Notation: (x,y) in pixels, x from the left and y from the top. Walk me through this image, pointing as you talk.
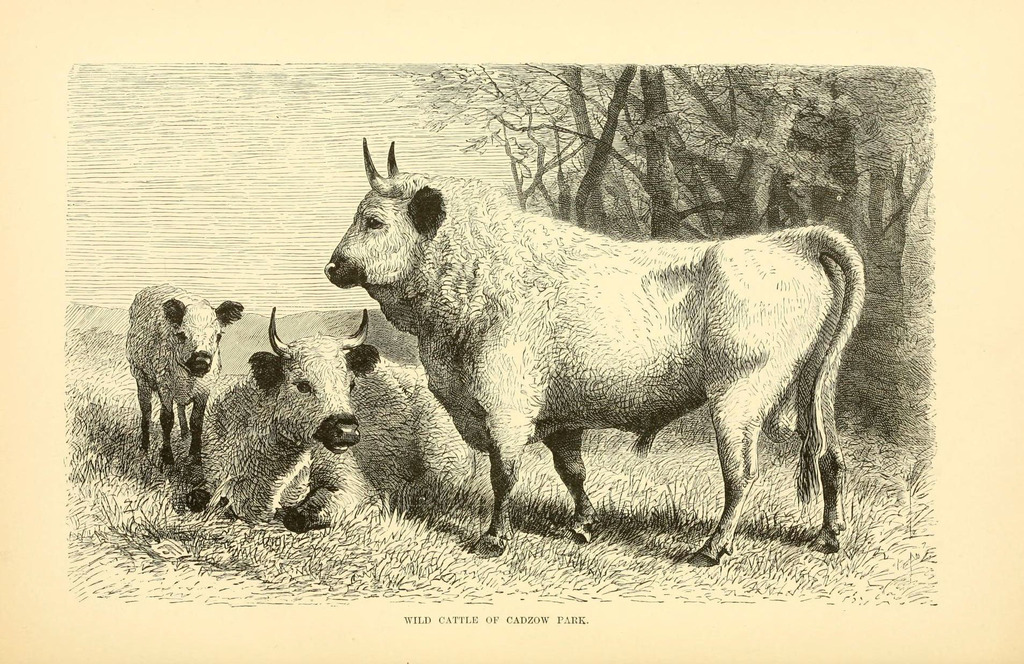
In this picture, it seems like a poster (547,372) where we can see animals (472,313), trees (622,167) and sky (287,304).
